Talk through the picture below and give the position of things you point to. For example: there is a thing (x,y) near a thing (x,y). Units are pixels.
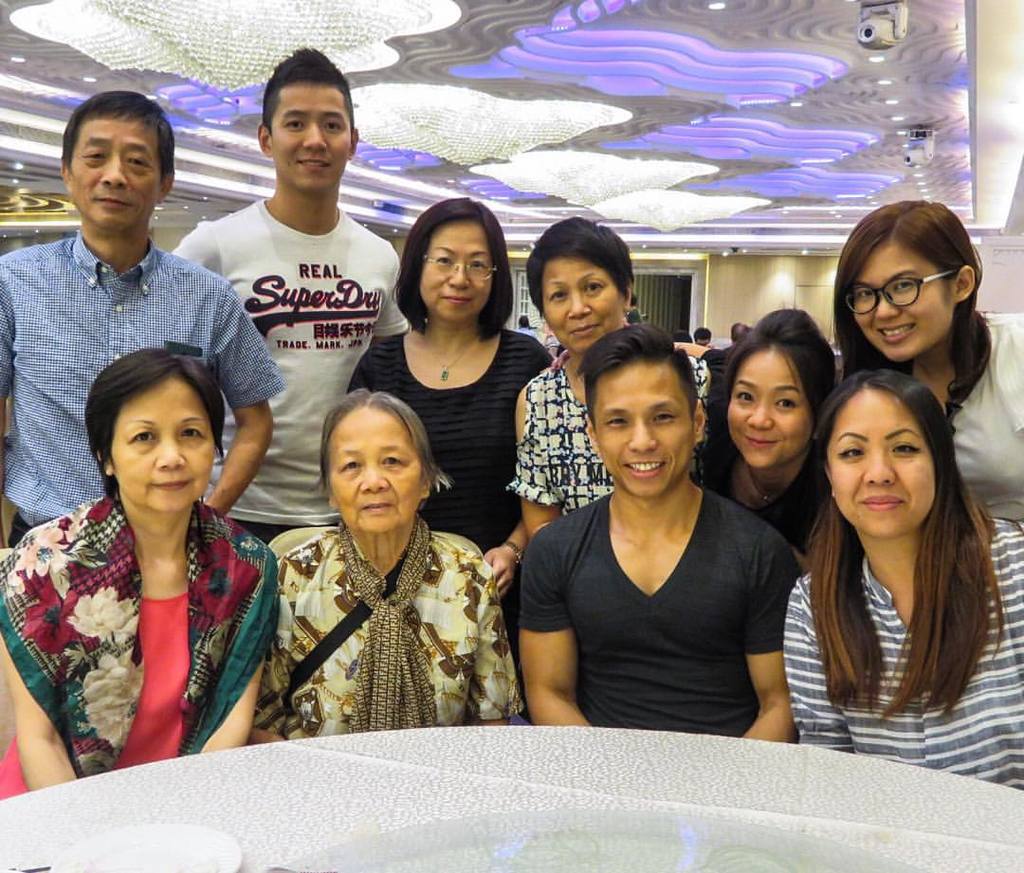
There are people (299,369) smiling. We can see plate (198,852) on the table (271,810). At the top (395,117) we can see lights (133,36). In the background (712,311) we can see wall (708,309) and people (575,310).
